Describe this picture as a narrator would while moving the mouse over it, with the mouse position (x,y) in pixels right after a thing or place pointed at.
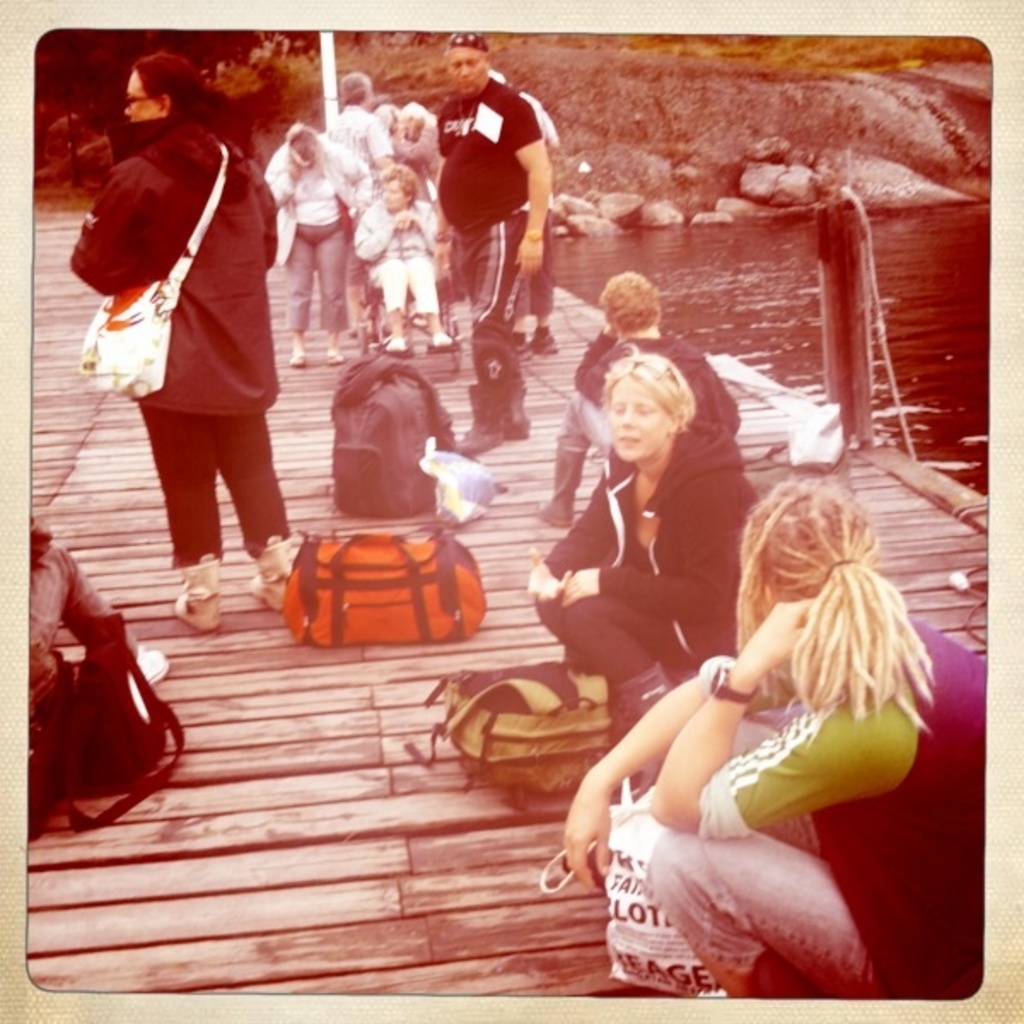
This is an edited image. On the left side (220,648), I can see a wooden plank (80,408) on which few people (182,270) are standing, few people (588,599) are sitting. Along with the people (647,480) there are few bags (403,571). On the right side (941,297), I can see the water (894,240). In the background (725,141) there is a rock (731,121).
